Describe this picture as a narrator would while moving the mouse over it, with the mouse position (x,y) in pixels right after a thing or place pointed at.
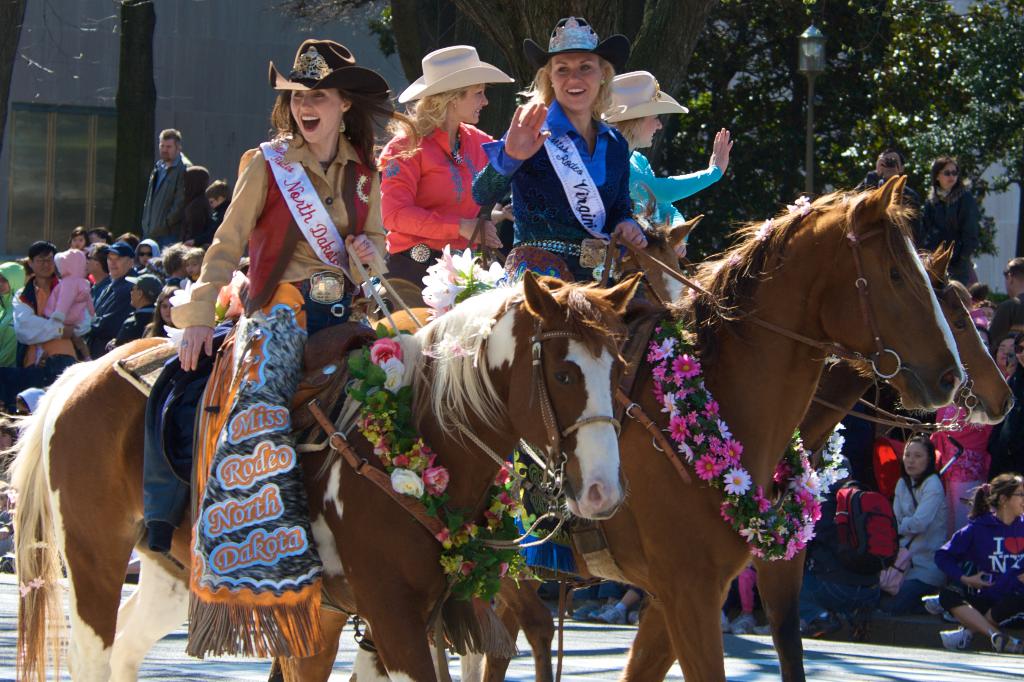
In this image there are people (190,263), horses (524,306), garland (384,356), trees (698,104), light pole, window (104,176), wall (211,2) and objects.
